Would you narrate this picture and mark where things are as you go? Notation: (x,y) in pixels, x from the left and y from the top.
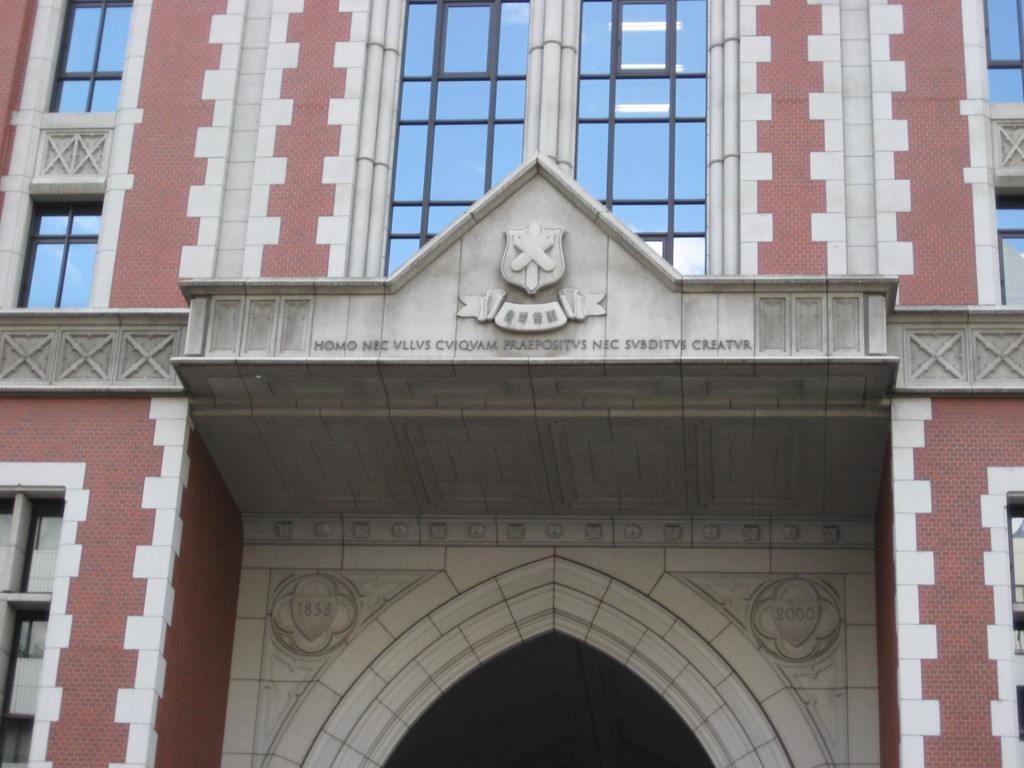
In the image there is a building (249,120) with walls (162,157), pillars (383,62), glass windows (633,89), arches (727,728) and walls (608,320) with logo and something on it. And also there are numbers (327,608) on the walls (364,620).
